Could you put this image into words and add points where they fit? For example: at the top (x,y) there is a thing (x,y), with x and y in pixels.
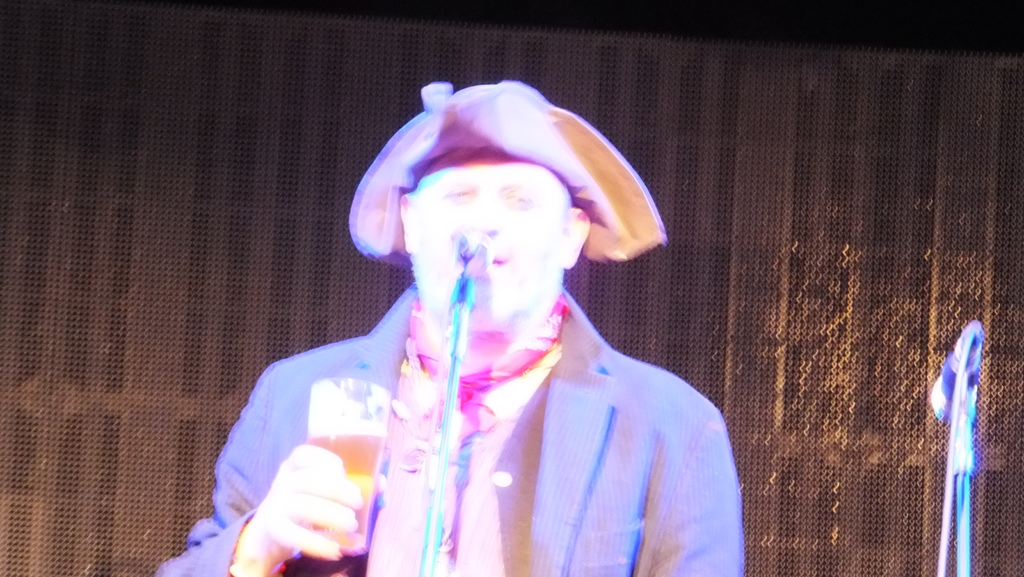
In this image in the center (450,261) there is one man (626,468) who is standing and he is holding a glass (364,486), in that glass (348,434) there is some drink (352,469) and in front of him there is one mike (467,253) it seems that he is talking something. On the right side (948,470) there is another mike (950,423), in the background (298,150) there is a wall (147,355).
